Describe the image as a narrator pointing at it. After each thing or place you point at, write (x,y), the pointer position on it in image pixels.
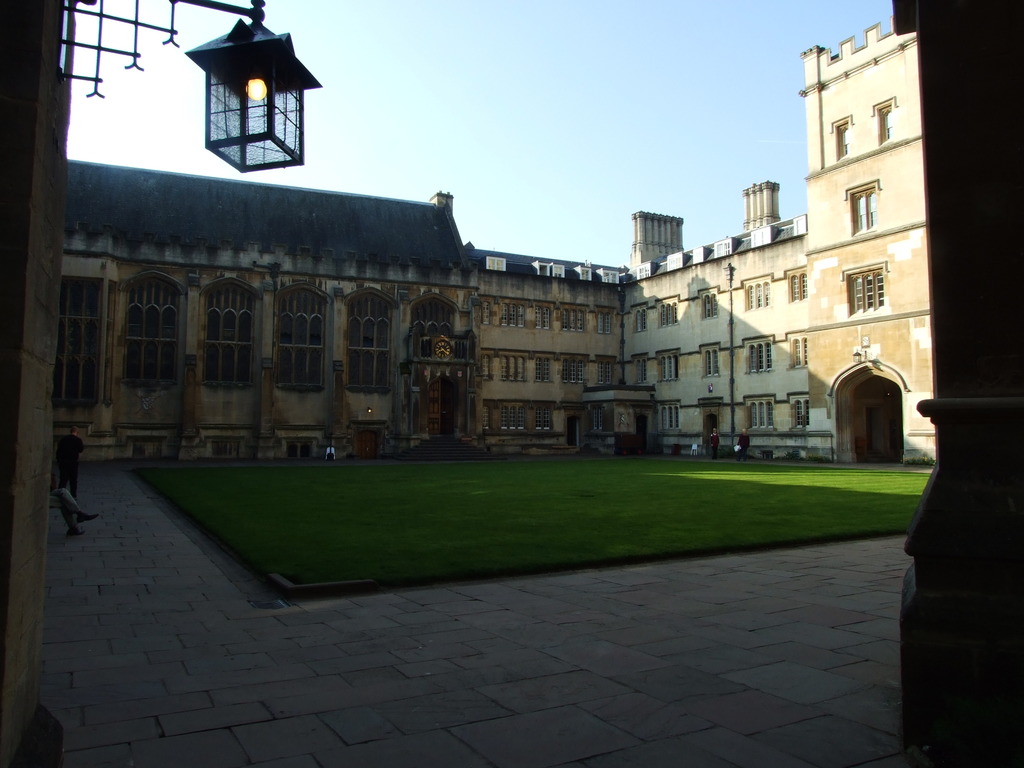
In this image in the center (488,510) there is grass (441,514) on the ground (441,514) and in the background (175,390) there are buildings (435,327). In the front (229,109) on the top (230,71) there is a light (230,70) hanging.
